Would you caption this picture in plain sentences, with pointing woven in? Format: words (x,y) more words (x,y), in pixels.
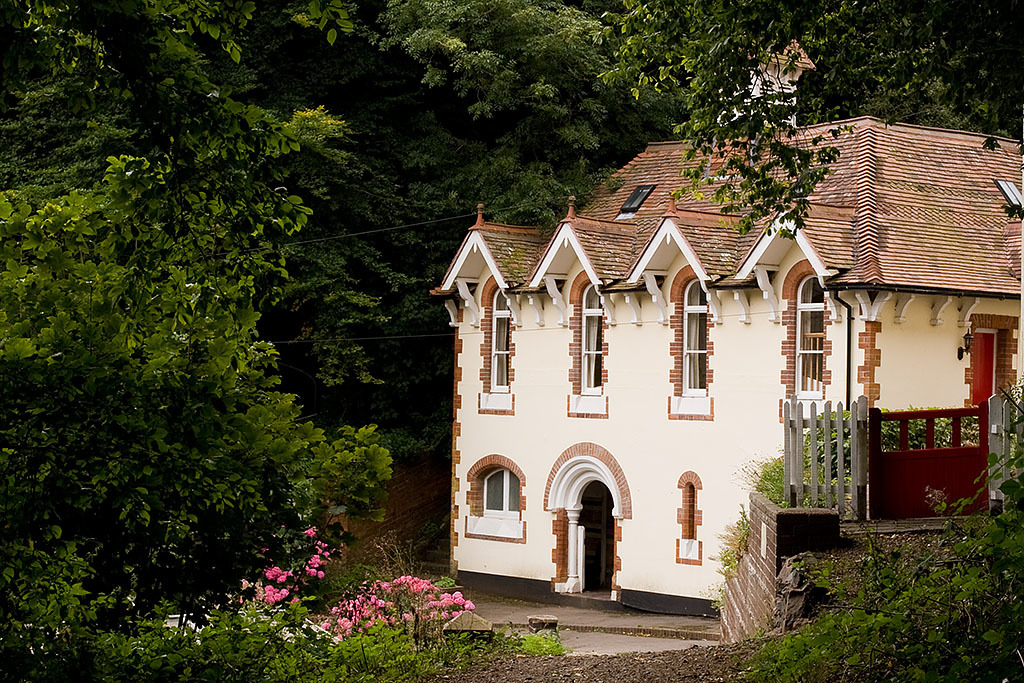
This is an outside view. On the right side (889,367) there is a building (903,313). On the left side (124,238) there are many trees (227,406). At the bottom (383,632), I can see the plants (410,618) along with the flowers (383,601).
